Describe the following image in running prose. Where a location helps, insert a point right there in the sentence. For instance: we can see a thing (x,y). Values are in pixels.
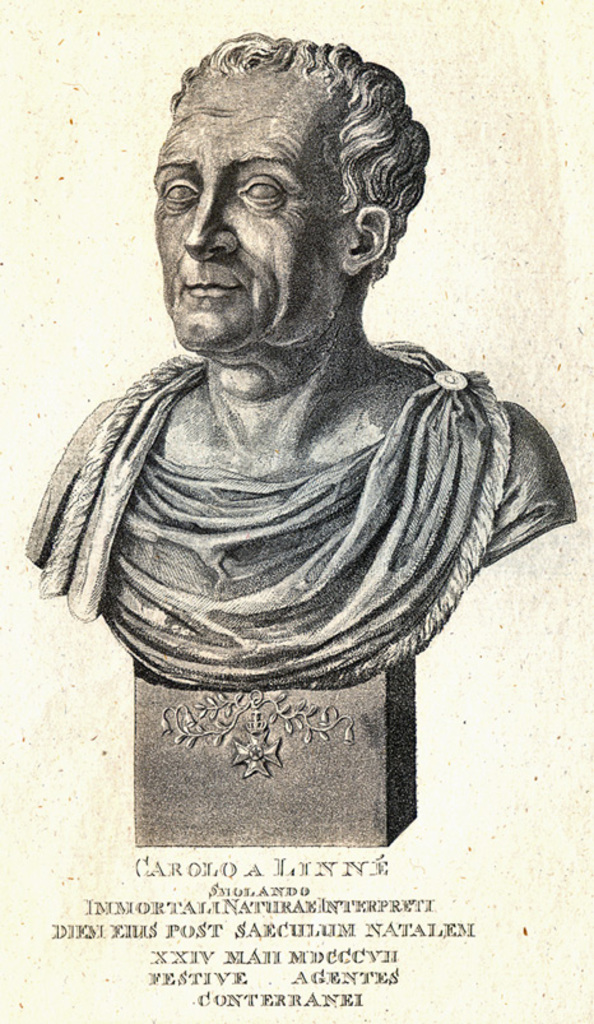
In this image I can see a picture of a statue (213,632) of a person (269,288) and I can see the cream colored background (103,223).
